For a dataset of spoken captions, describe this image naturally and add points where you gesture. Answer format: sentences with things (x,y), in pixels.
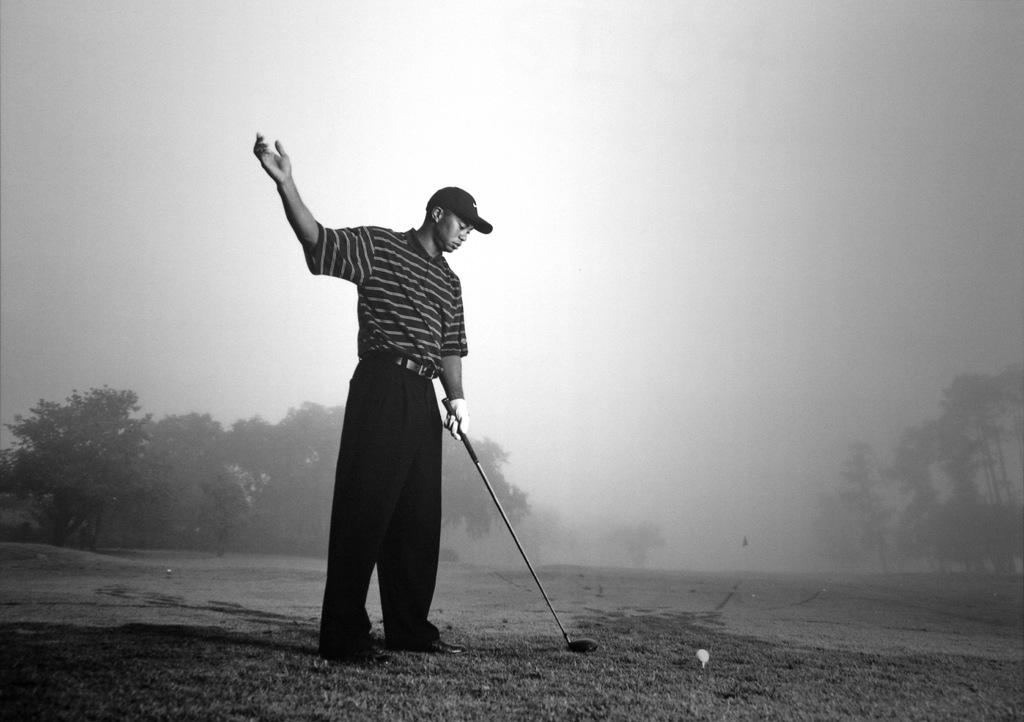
In this picture there is a man (481,229) standing and holding a stick (450,410) and we can see ball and grass (727,687). In the background of the image (972,552) we can see trees (886,486) and sky (609,146).
